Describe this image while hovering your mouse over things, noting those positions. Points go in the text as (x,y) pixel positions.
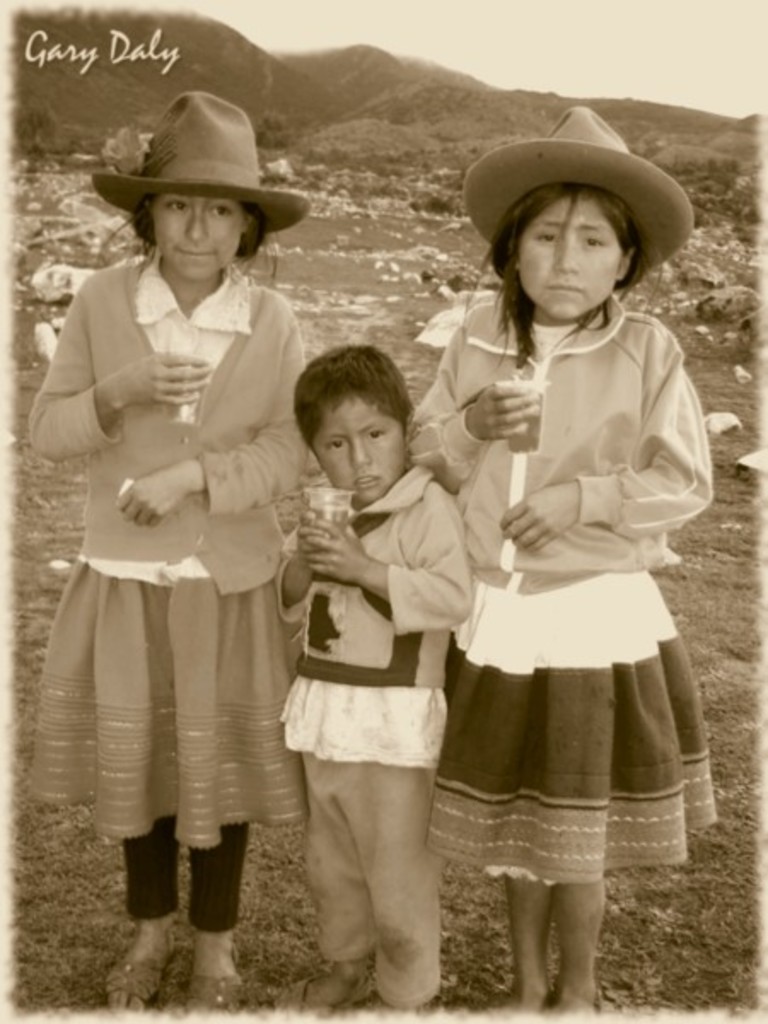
On the top left (168,45), there is a watermark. On the left side (243,137), there is a girl (160,263) wearing a hat (184,121), holding a glass (192,390) with a hand (192,390) and standing. Beside her, there is a child (445,551) holding a glass (329,499) with both hands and standing. On the right side (624,673), there is another girl (657,263), wearing a hat (640,202) and standing on which there is a grass (630,957). In the background (388,248), there are rocks (743,267), mountains (364,73) and other objects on the ground (33,257) and there is sky (574,10).
